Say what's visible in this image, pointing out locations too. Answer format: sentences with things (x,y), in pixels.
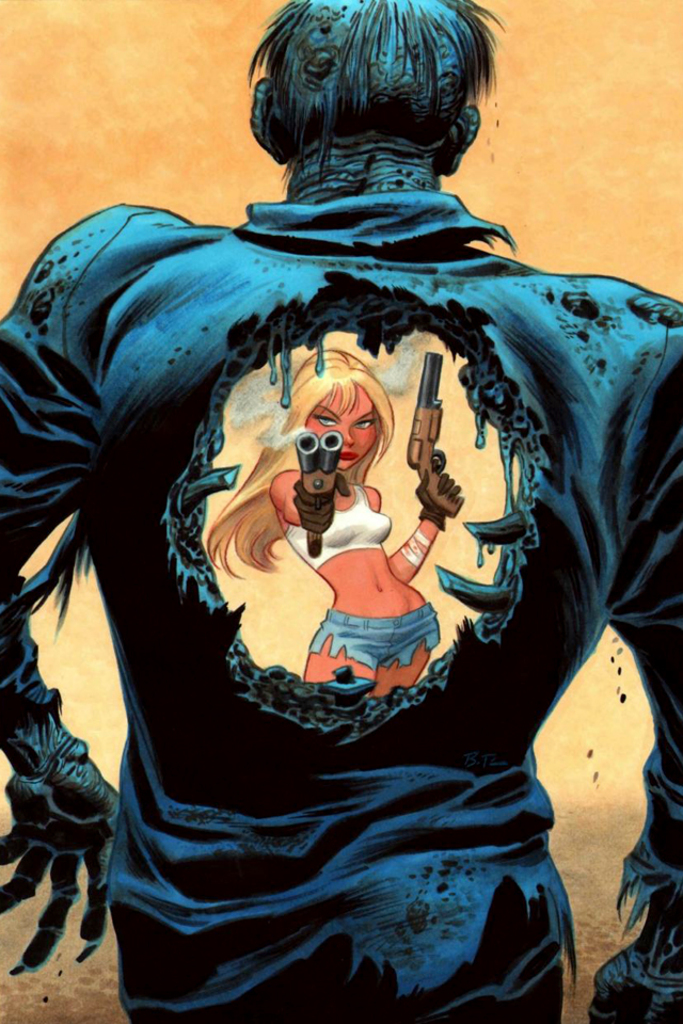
In this image, we can see a person (364,461) holding guns (311,486) in front of the another person (173,375).
